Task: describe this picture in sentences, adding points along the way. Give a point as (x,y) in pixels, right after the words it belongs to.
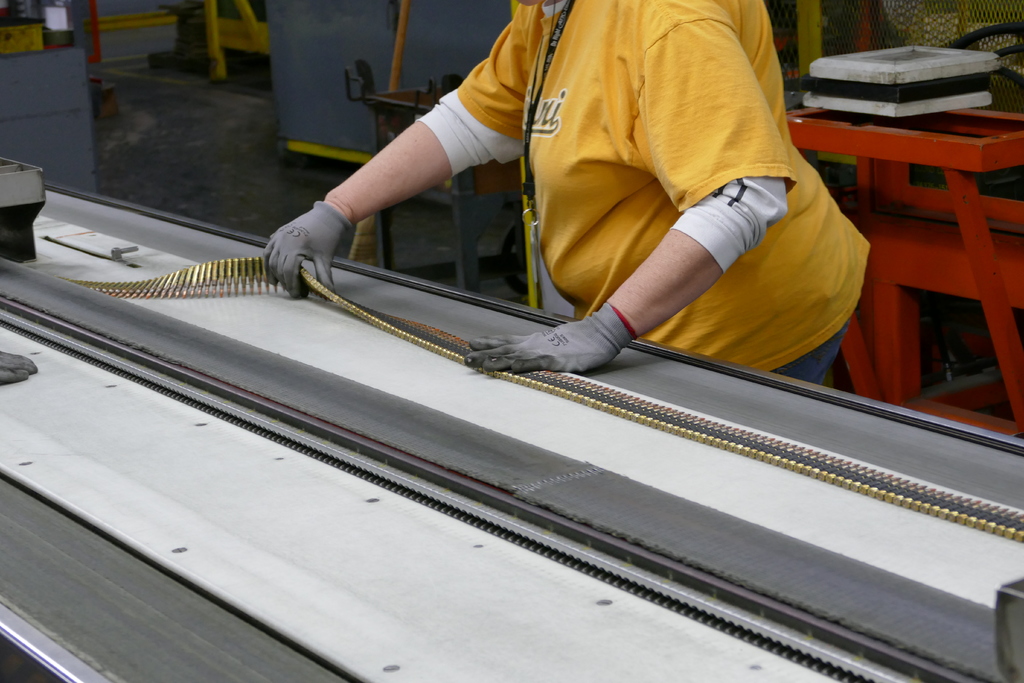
In the middle of the image (658,242) we can see a person (655,249), the person (648,238) wore a yellow color t-shirt (640,185), in front of the person (720,351) we can find many bullets (663,410).
